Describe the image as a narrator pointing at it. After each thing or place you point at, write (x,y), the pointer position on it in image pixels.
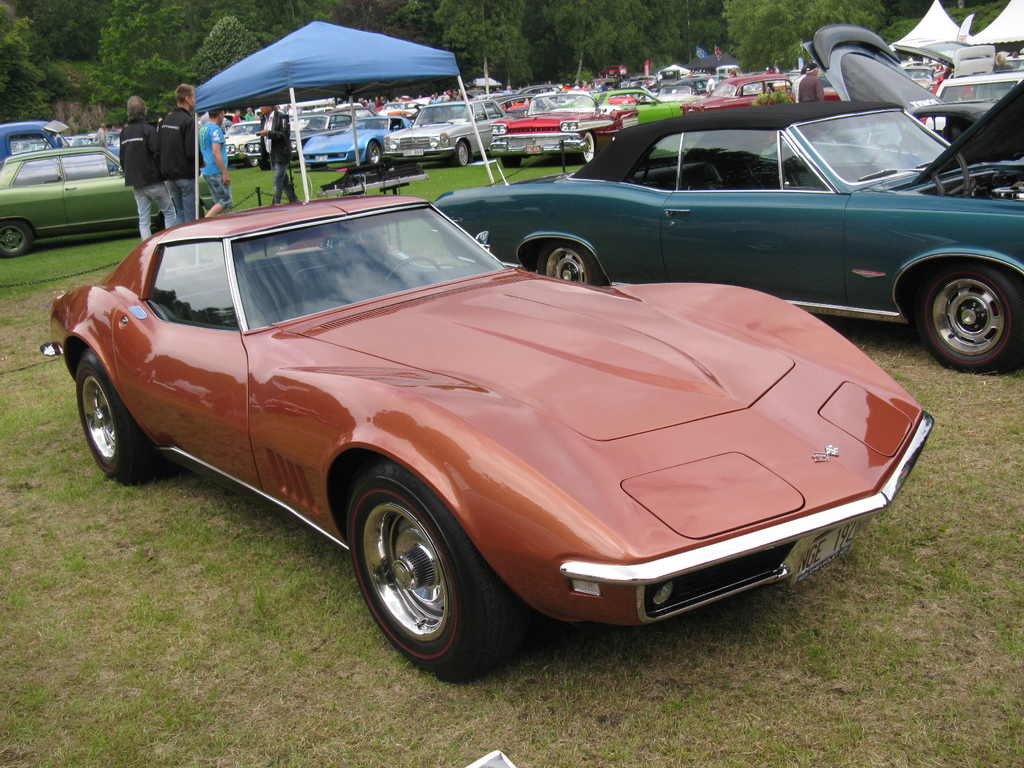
In this image we can see few cars (621,205), few people (216,145), a tent (415,41), black color object (410,180) in the ground (1006,638) and trees (473,46) in the background (147,7).
